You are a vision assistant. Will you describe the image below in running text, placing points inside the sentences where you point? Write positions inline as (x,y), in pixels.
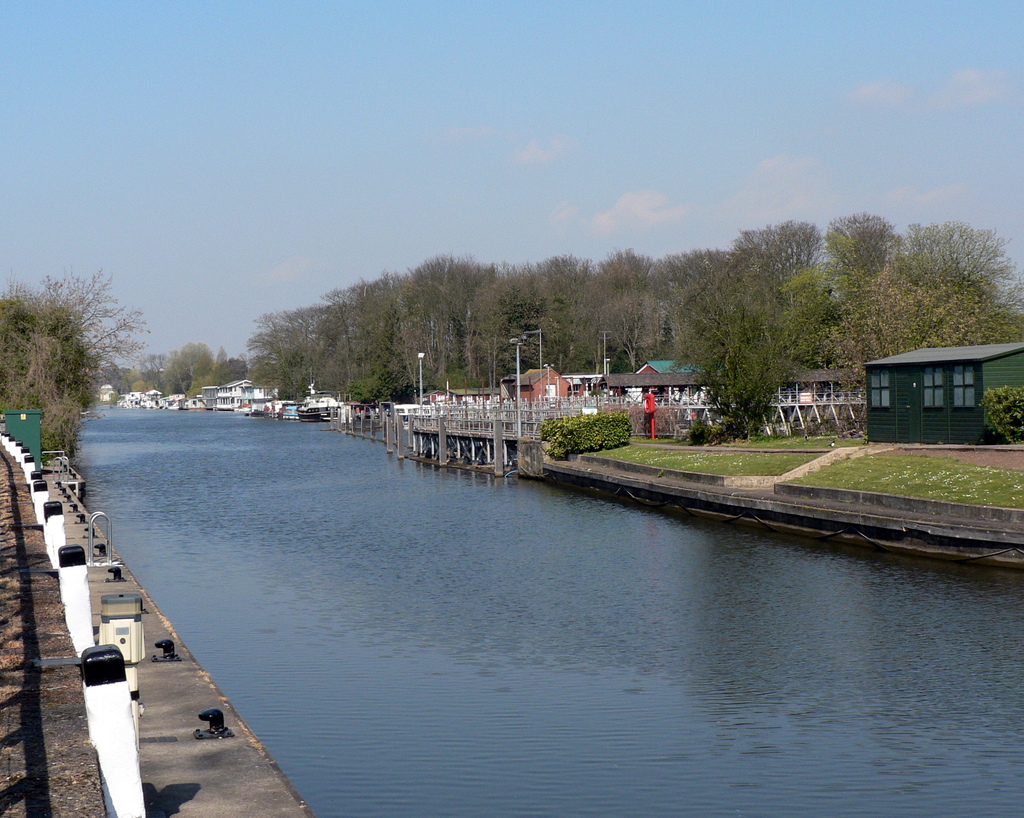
In the center of the picture (422,506) there is a canal (338,577). On the left side (49,370) there are poles (78,567), pavement (165,793) and trees (41,357). In the background (205,361) there are trees (172,370) and boats (292,413). On the right side (902,421) there are trees (759,287), lights (540,354), buildings (615,383), plants (595,431), grass (731,457), railing (456,409) and other objects (785,413). Sky (489,164) is clear and it is sunny.
